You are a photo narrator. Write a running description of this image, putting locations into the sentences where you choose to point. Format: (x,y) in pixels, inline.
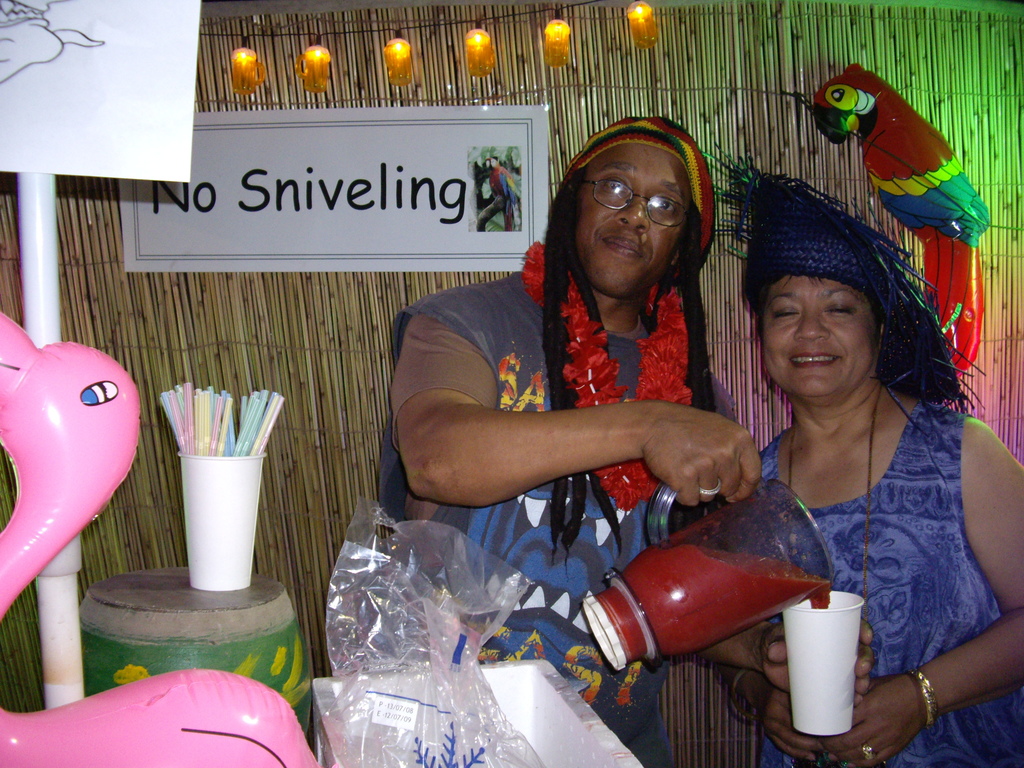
In this image I see a man (422,360) who is holding a jar (698,605) in which there is red color thing (718,591) and I see a woman (793,307) over here who is smiling and I can also see that this man (689,330) is holding a white color glass (853,659) and I see a cover (443,624) over here and I see a pink color toy (53,727) over here. In the background (18,226) I see the lights (318,51), a board (476,139) on which there are 2 words (366,180) written and I see another toy (822,130) over here and I see the straws (229,433) in the white cup (216,533) and I see a white color pole (52,331) on which there is a white color paper (120,62).
